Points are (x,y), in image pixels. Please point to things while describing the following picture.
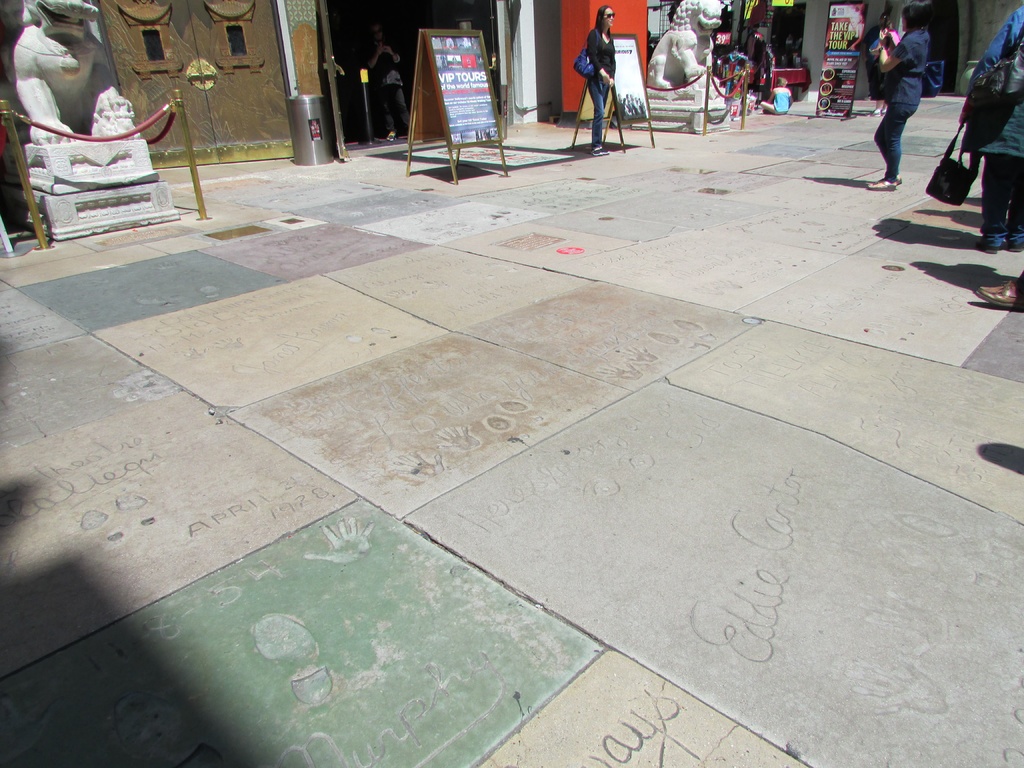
This picture shows couple of statues (658,66) and couple of boards (617,98) on the floor (588,143) and we see a woman (606,67) standing holding a bag (588,58) and we see another woman (909,53) standing and holding a mobile (886,25) and taking picture and we see a man (395,130) standing on the back (398,68). We see human (981,114) holding a handbag (996,87) and a bag (951,144) in the hand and we see advertisement hoarding (838,73) and human (785,88) seated on the floor (781,127) and we see a building (326,82) and a dustbin (307,108).
